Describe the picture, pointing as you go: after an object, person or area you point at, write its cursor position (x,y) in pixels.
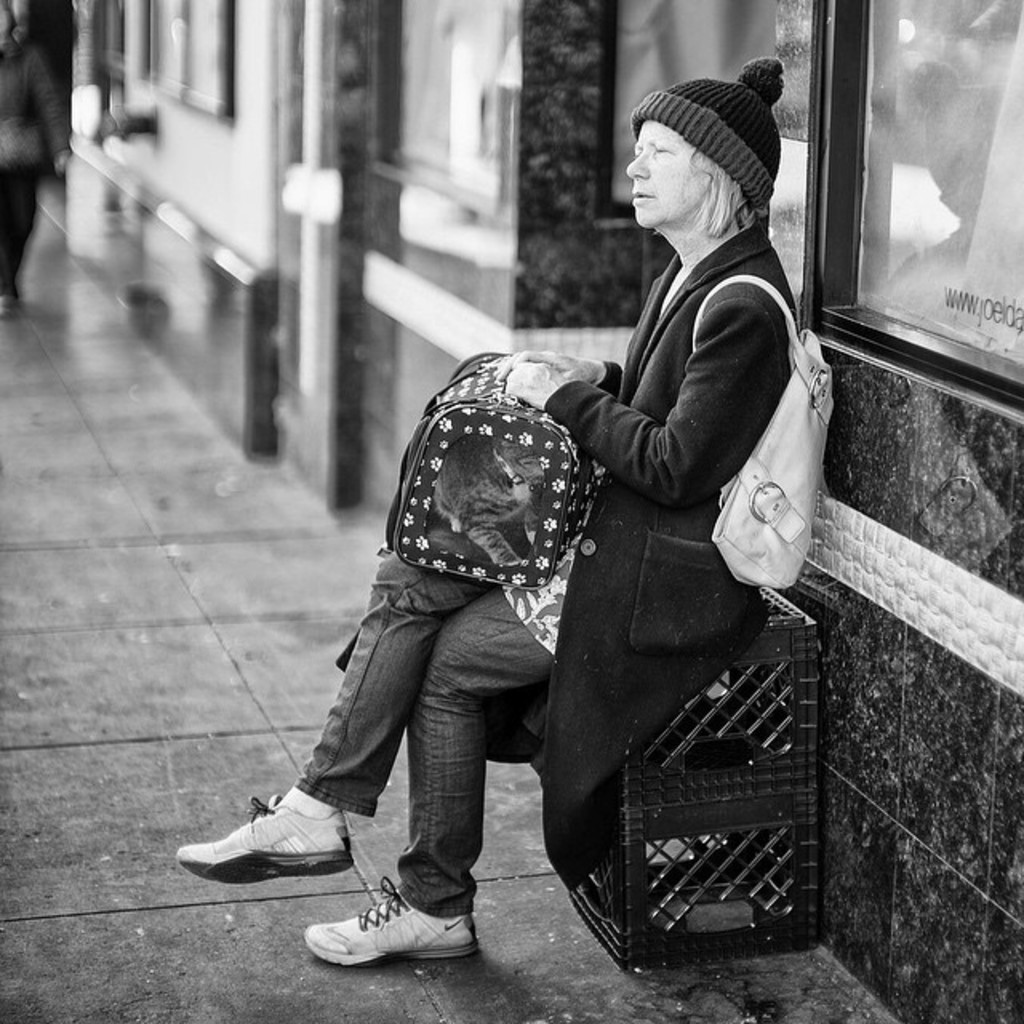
It is a black and white image and in this image we can see a woman (720,364) wearing a bag (758,465) and sitting on an object (654,832) which is on the surface (505,938). In the background (381,176) we can see the building (466,152).
